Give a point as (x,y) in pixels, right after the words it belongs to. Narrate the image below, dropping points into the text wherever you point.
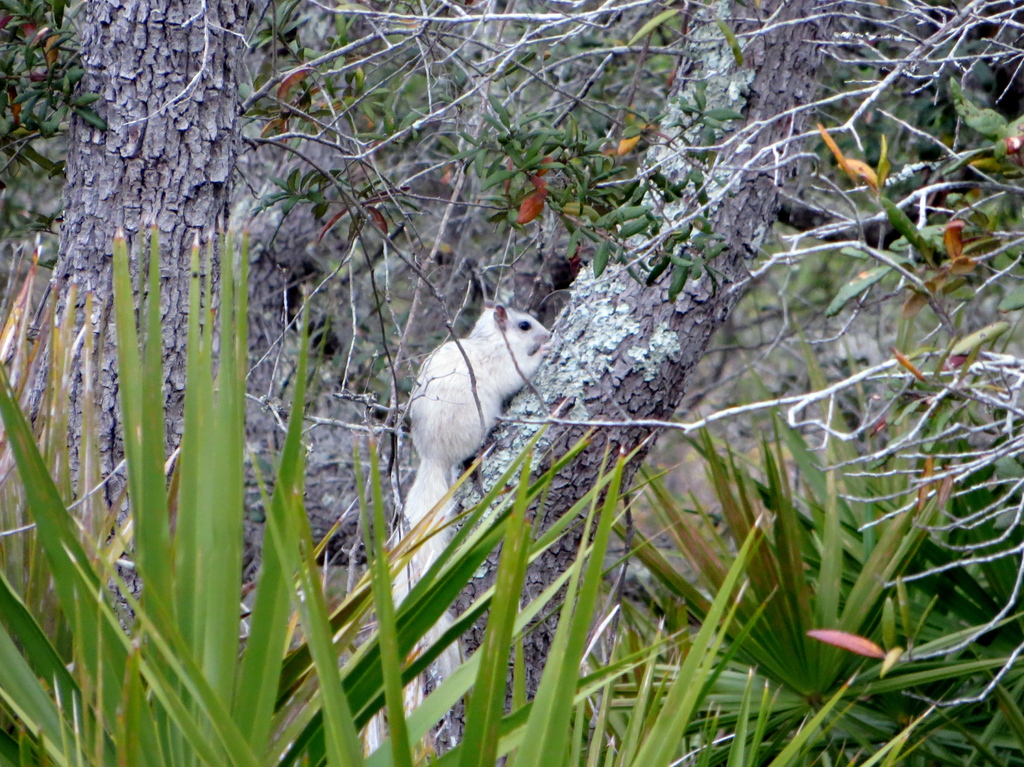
In this image we can see an animal (438,428) which is in white color on the tree trunk (465,487). Here we can see the plants (848,561). The background of the image (498,294) is blurred.
